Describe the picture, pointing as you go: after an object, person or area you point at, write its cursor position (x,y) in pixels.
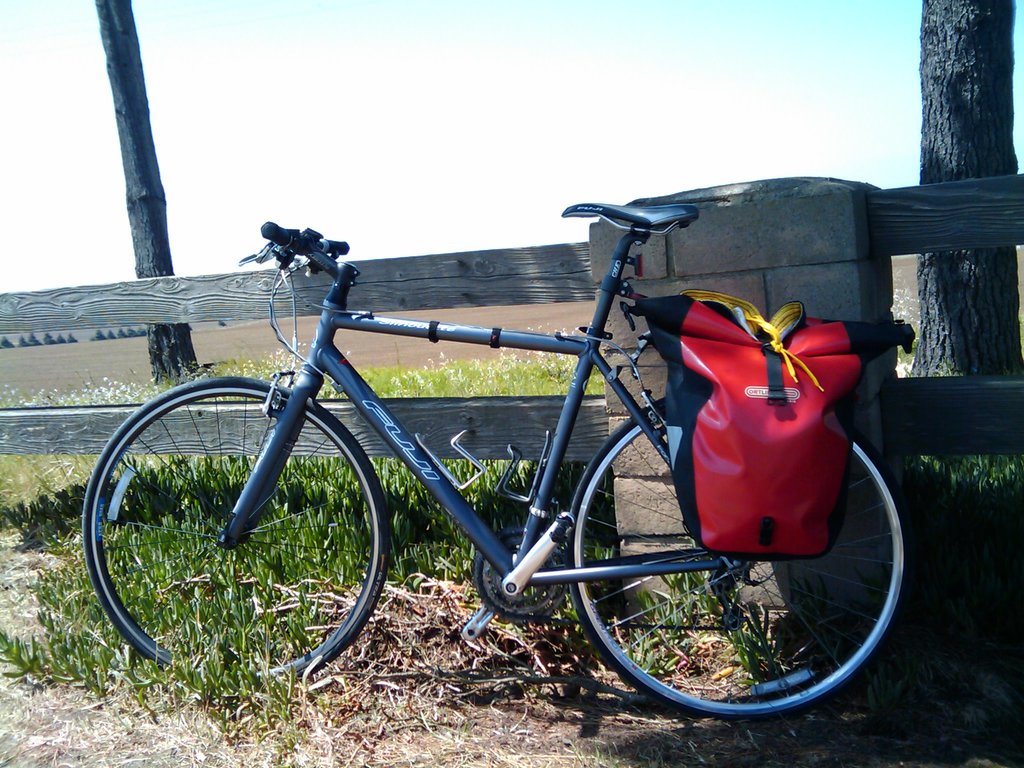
In this image, we can see a bag (718,404) on the cycle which is beside the fencing (459,300). There is a stem (129,140) in the top left (130,123) and in the top right of the image (966,86). There is a grass (489,383) in the middle of the image (407,483). There is a sky (440,194) at the top of the image (441,60).
